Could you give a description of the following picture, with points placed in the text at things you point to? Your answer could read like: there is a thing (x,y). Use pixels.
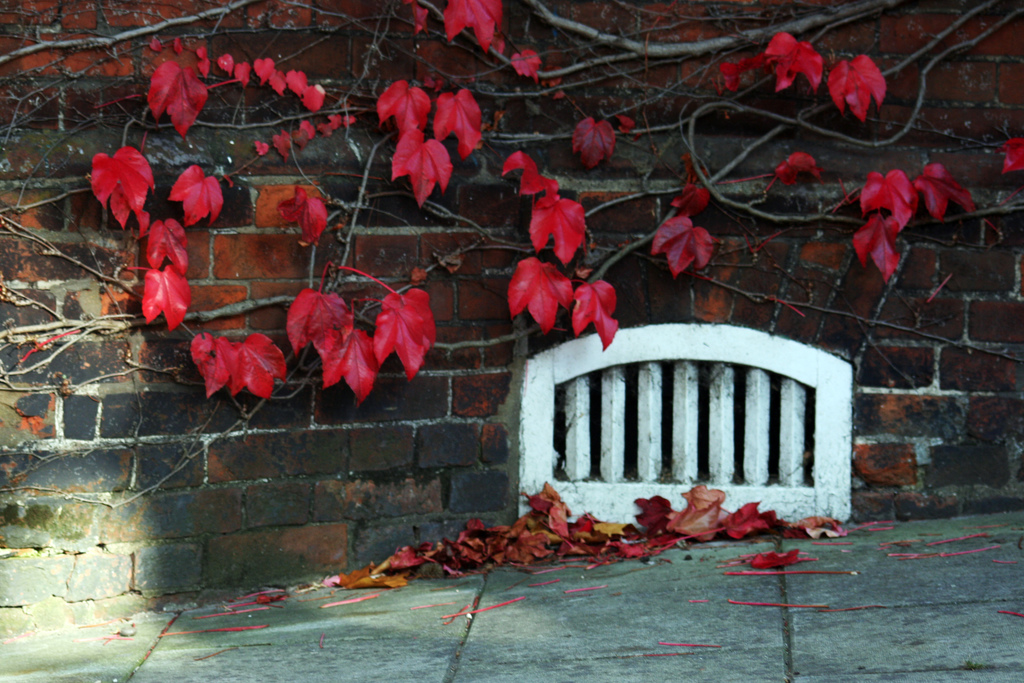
At the bottom of the picture (575,629), we see the pavement (549,591) and the dry leaves (492,529). In the background (290,570), we see the wall (341,565) which is made up of brown and black color bricks (447,446). In the middle (661,347), we see a vent (743,344) in white color. At the top (516,133), we see a plant (568,72) which has the red color leaves (534,58).
